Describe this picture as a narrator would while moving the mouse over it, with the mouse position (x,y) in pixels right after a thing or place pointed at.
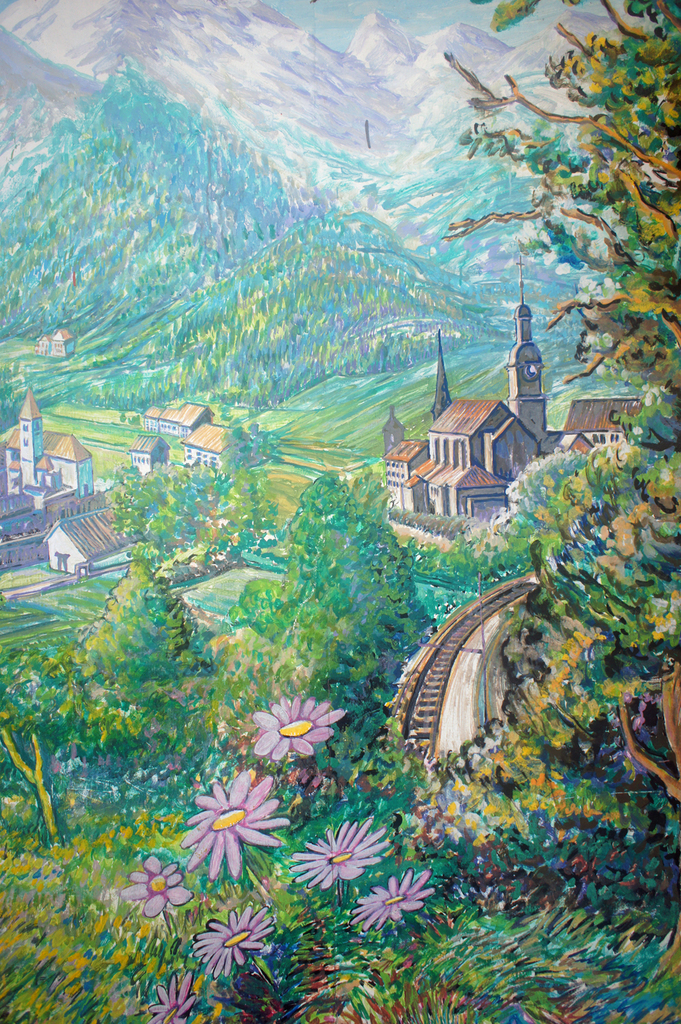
In this image there is a painting (230,570) of trees (330,588), flowers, plants (329,805), buildings (159,445), mountains (288,397) and there is a railway track (437,677), in the background (299,12) there is the sky (292,0).
